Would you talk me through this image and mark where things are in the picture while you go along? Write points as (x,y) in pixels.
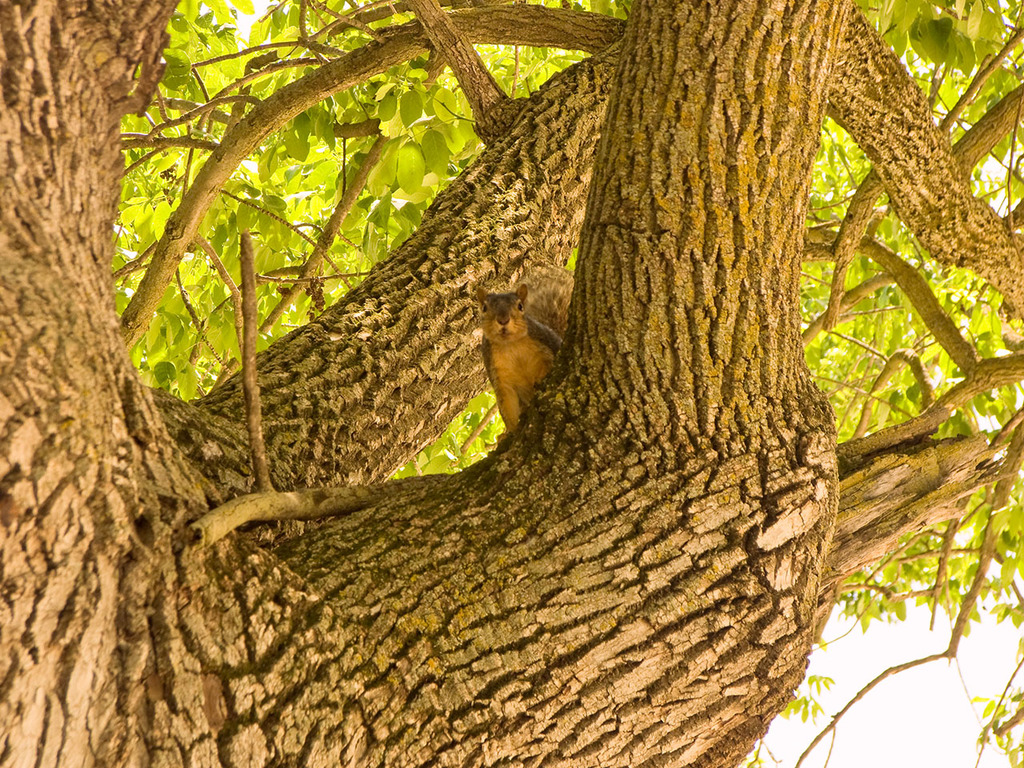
In this image I can see a tree (279,472) and here I can see a squirrel (479,291).
